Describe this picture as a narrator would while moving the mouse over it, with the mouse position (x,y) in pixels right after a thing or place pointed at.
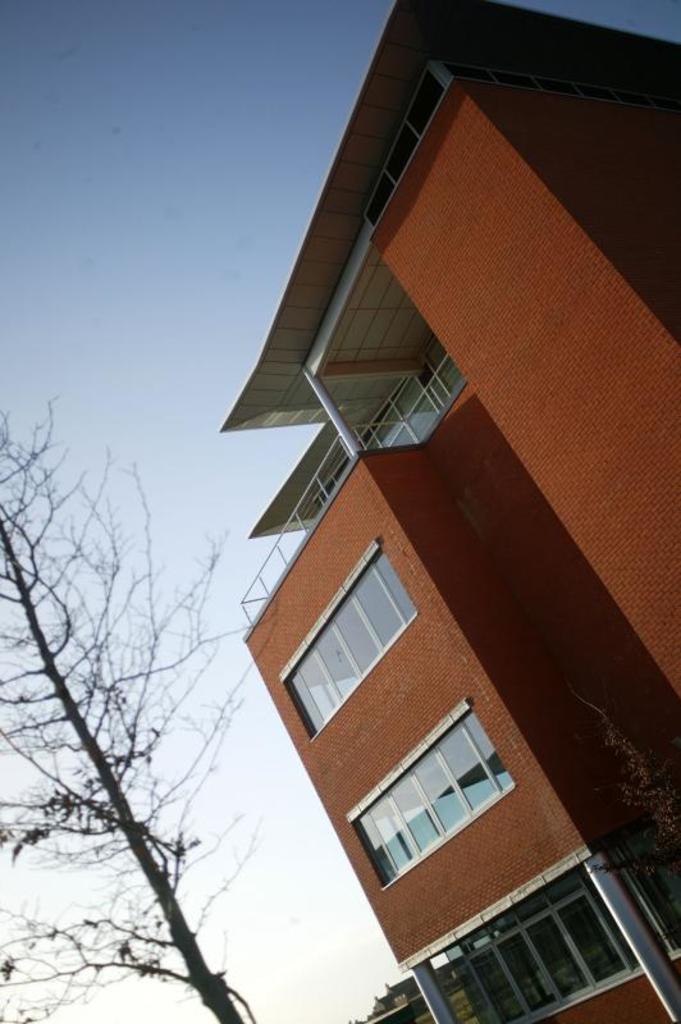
In the image there is a building (314,564) with walls (567,359), glass windows (355,585) and poles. On the left side of the image (54,641) there is a tree (139,840) without leaves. There is sky (145,893) in the background (160,664).
